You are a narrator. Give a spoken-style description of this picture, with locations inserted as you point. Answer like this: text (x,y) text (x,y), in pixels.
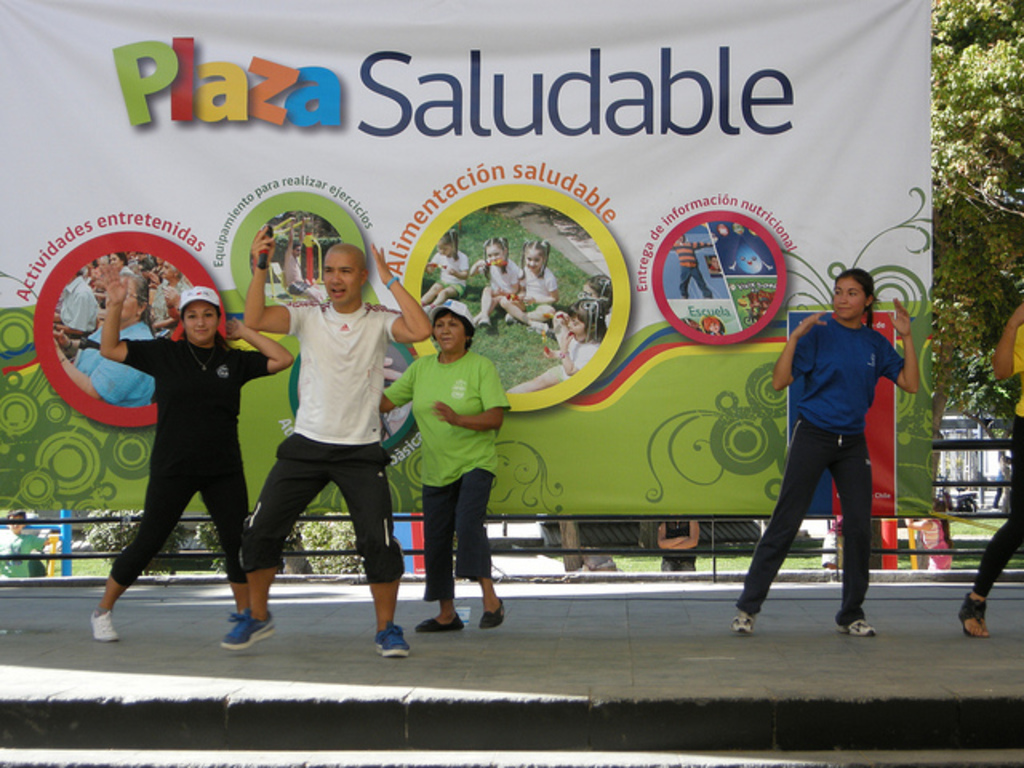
In this picture, we see five people (476,450) are performing dance on the stage (692,626). Behind them, we see a banner (478,175) in white and green color with some text (676,221) written on it. Behind that, we see the railing (963,449) and the poles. We see people (1004,457) are standing. In the background (989,331), we see the trees (971,325) and the buildings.
